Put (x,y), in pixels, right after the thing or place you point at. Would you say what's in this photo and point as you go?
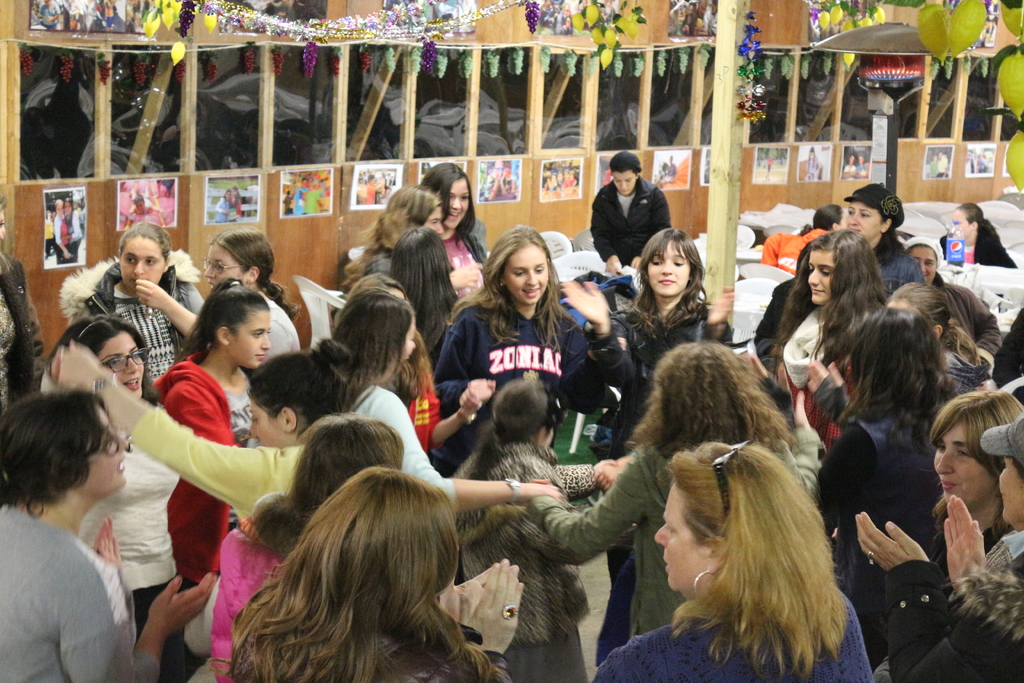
In this image we can see a group of people (343,496) standing. We can also see a bottle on the table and some people (964,290) sitting on the chairs (774,283). We can also see some empty chairs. On the backside (490,244) we can see a wooden house (649,35) decorated with some ribbons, hangings (471,61), balloons (952,36) and some papers (238,202) pasted on a wall (796,190). We can also see a wooden pole (729,202).
